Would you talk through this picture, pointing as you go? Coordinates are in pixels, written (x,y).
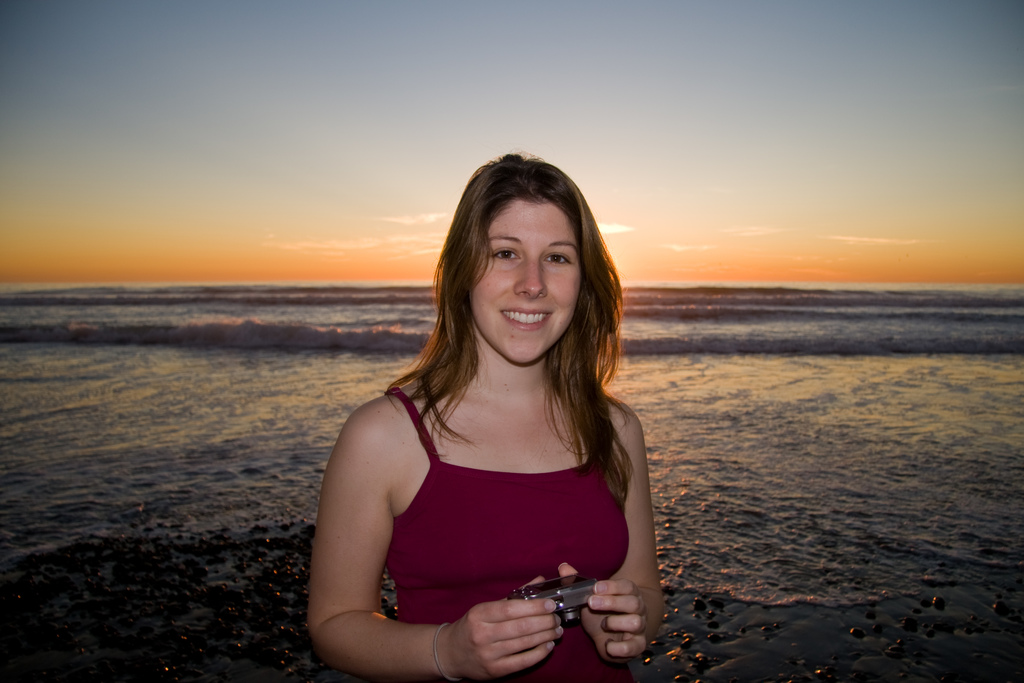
Front this woman (505,467) is smiling and holding a camera (561,599). Background (838,490) there is a water (215,370) and sky (518,97).
